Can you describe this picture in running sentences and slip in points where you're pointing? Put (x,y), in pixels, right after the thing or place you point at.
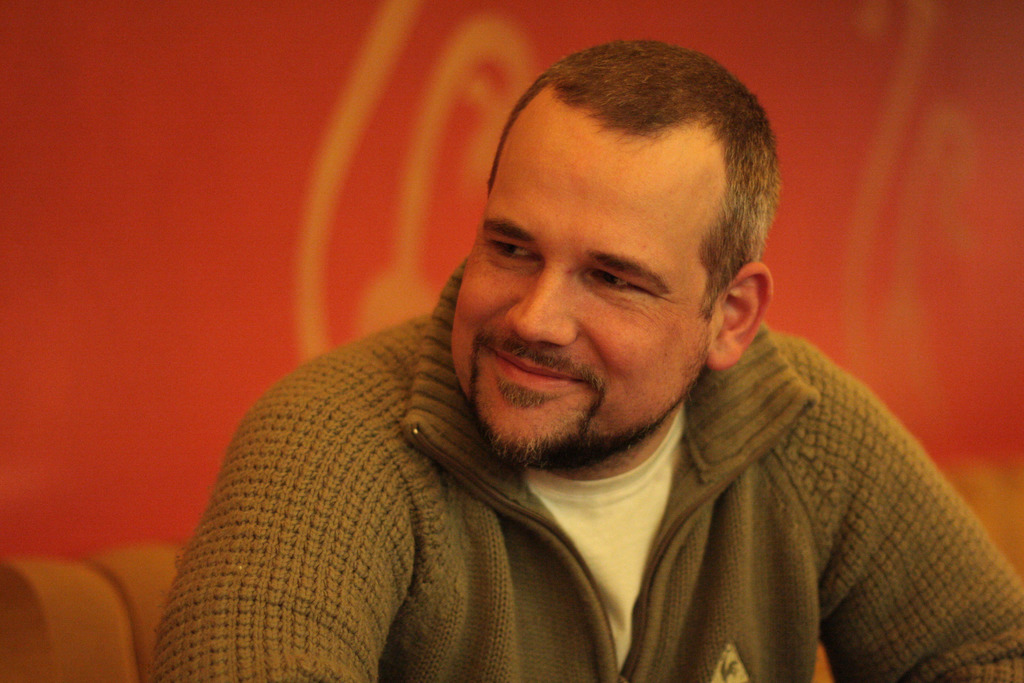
In the center of this picture (554,366) we can see a man (543,541) smiling and seems to be sitting. In the background (335,38) we can see a red color object (938,225).
